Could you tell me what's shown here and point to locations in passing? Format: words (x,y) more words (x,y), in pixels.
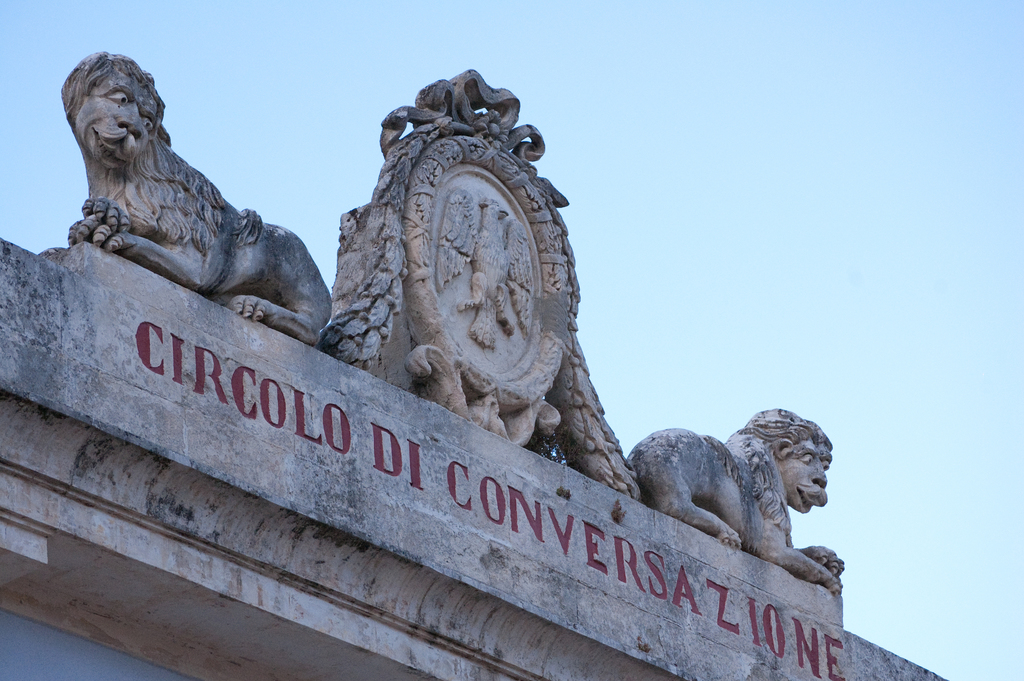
In this image there are two lion statues (214,234) on top of a building (493,450) with some text (411,481) engraved on the wall (371,438).
